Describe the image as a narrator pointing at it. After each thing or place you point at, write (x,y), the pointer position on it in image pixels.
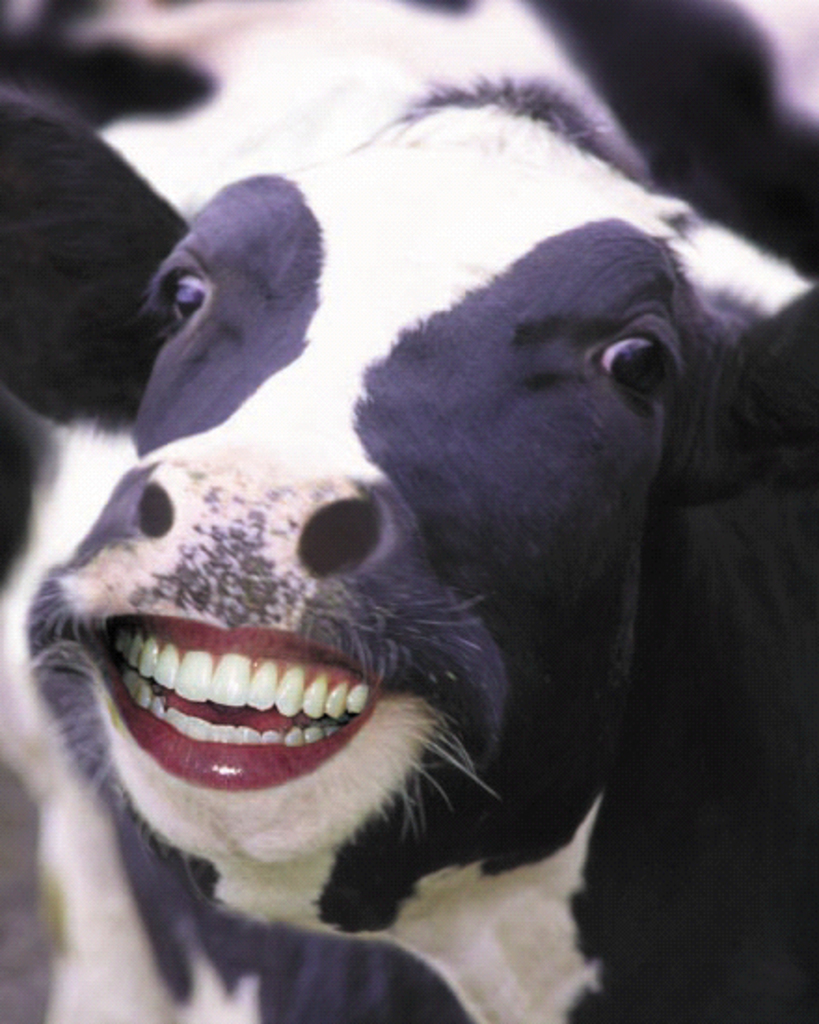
In this image I can see a cow (59,580).
